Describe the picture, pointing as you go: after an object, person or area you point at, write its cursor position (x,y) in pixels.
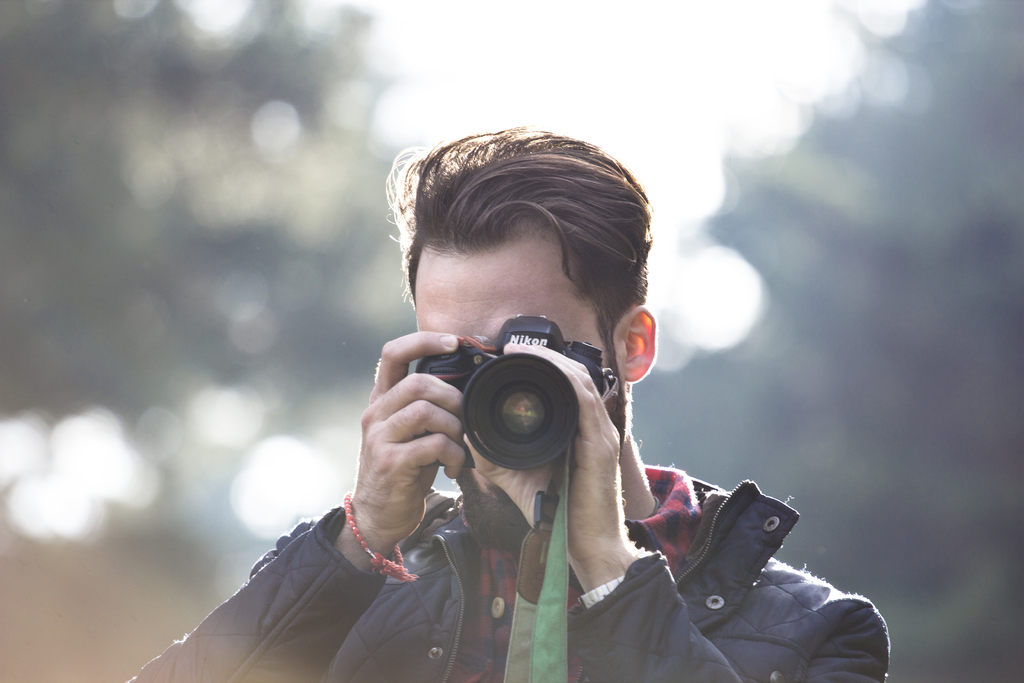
This image is clicked outside. There is a man (429,644), who is holding a camera (454,360) and clicking pictures. He is wearing a black color jacket (275,638). The background (854,538) looks like it is edited and blurred.
